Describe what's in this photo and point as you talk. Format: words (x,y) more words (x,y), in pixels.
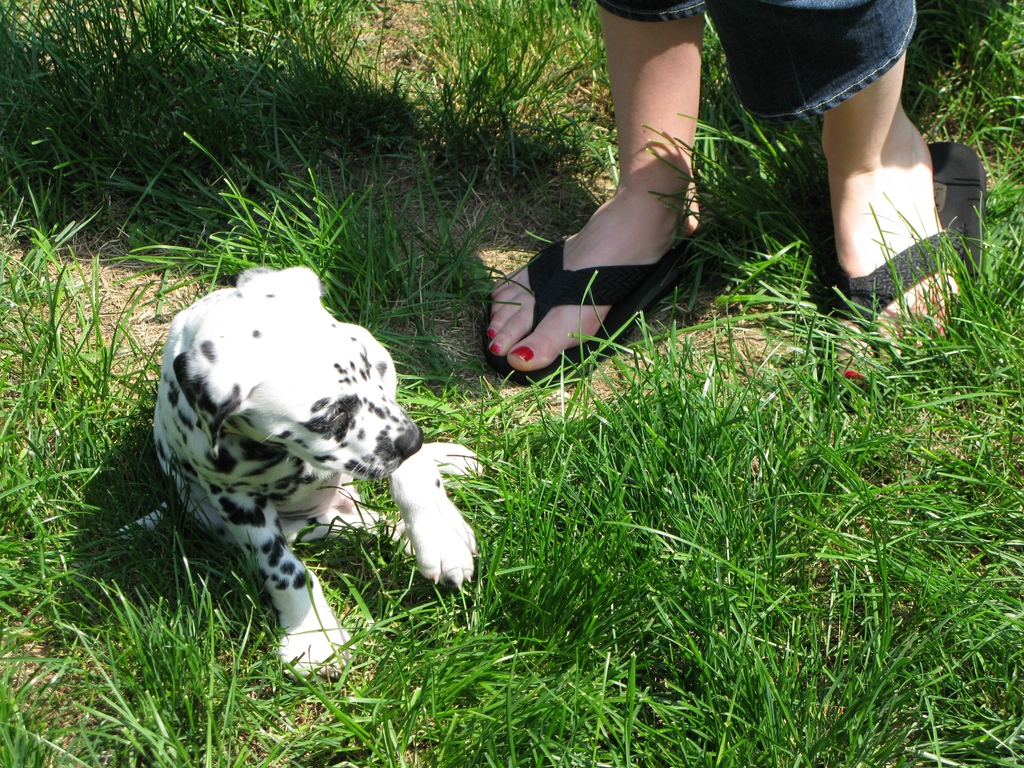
In this image there is a dog (326,671) sitting on the grass (682,612) beside that there is a person (878,300) standing.
